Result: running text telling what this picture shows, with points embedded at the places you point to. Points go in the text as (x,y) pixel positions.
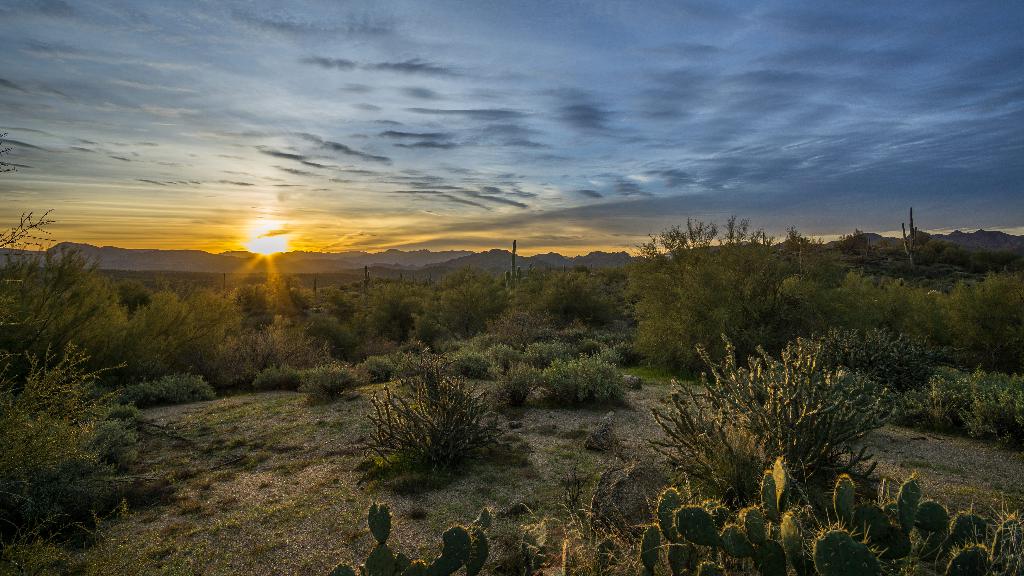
In the foreground of this image (813,552), there is Opuntia chlorotica (728,550) on the ground (594,565) and there are other plants (399,420) on the ground (324,429). In the background (495,286), there are trees (370,312), mountains (378,265), sun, sky (271,154) and the cloud (354,163).
